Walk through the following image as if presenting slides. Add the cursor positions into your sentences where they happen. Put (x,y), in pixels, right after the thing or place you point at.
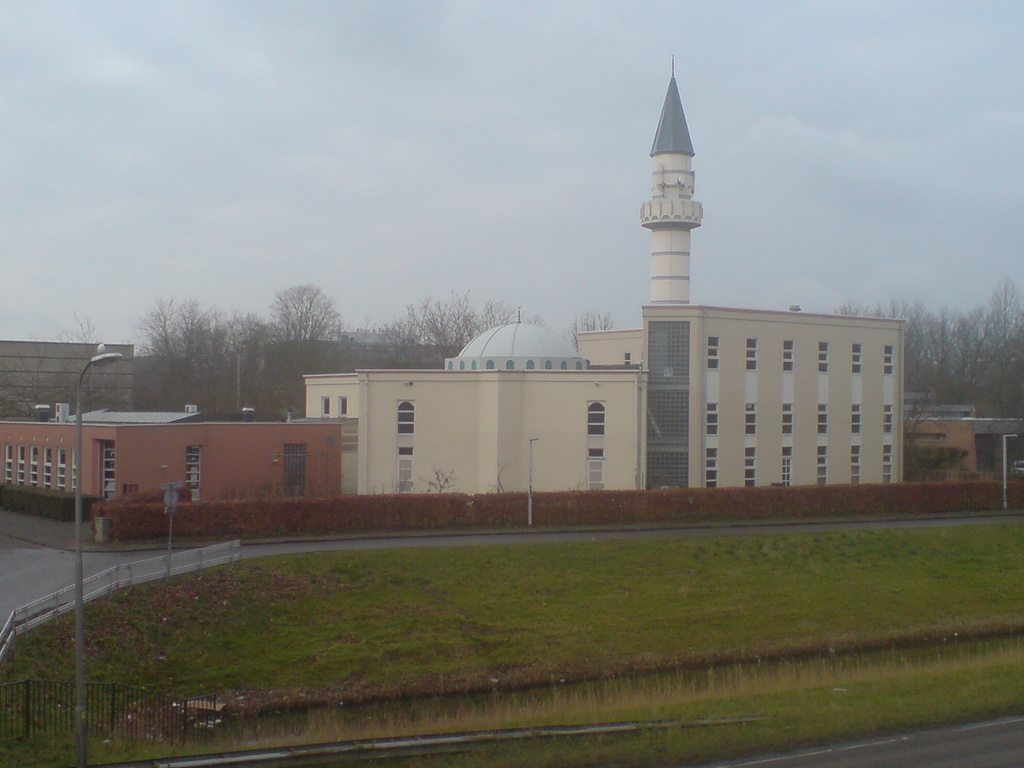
This is an outside view. At the bottom (390,653), I can see the grass (461,630) on the ground (478,630). In the middle of the image (556,421) there are few buildings (215,461) and trees (220,363). On the left side (83,373) there is a light pole (76,577). At the bottom (92,725) there is a railing (122,711). At the top of the image (305,125) I can see the sky (342,168).
